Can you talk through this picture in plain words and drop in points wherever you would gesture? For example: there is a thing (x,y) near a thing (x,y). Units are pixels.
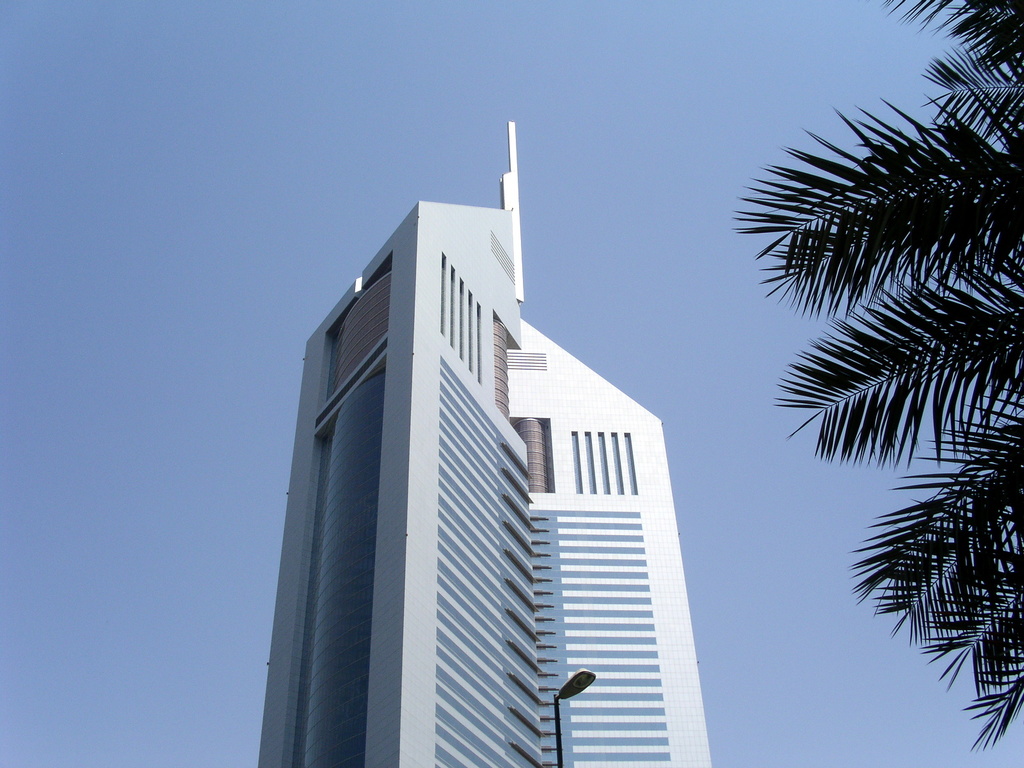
This looks like a skyscraper (561,714). I can see the street light (583,687). This looks like a tree (980,271) with leaves (878,248). Here is the sky (189,315), which is blue in color.
